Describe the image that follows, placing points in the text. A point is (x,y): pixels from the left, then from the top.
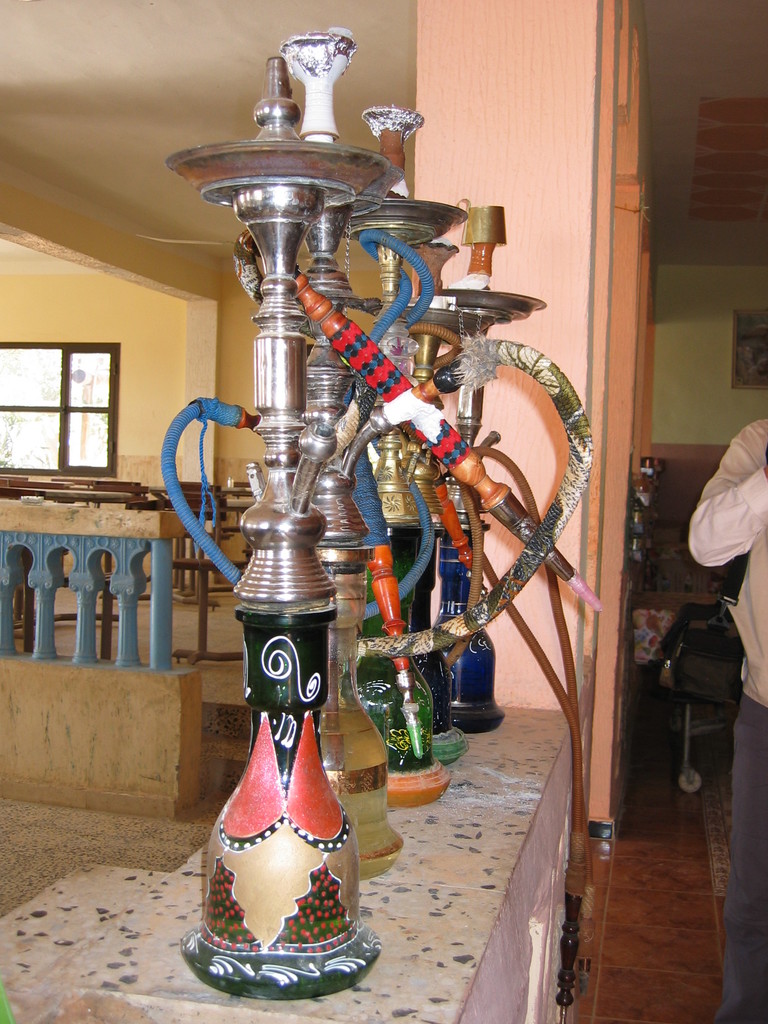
There is a person (742,507) standing and we can see hookah pots (342,599). Background (149,366) we can see wall (618,363) and window (45,454).
